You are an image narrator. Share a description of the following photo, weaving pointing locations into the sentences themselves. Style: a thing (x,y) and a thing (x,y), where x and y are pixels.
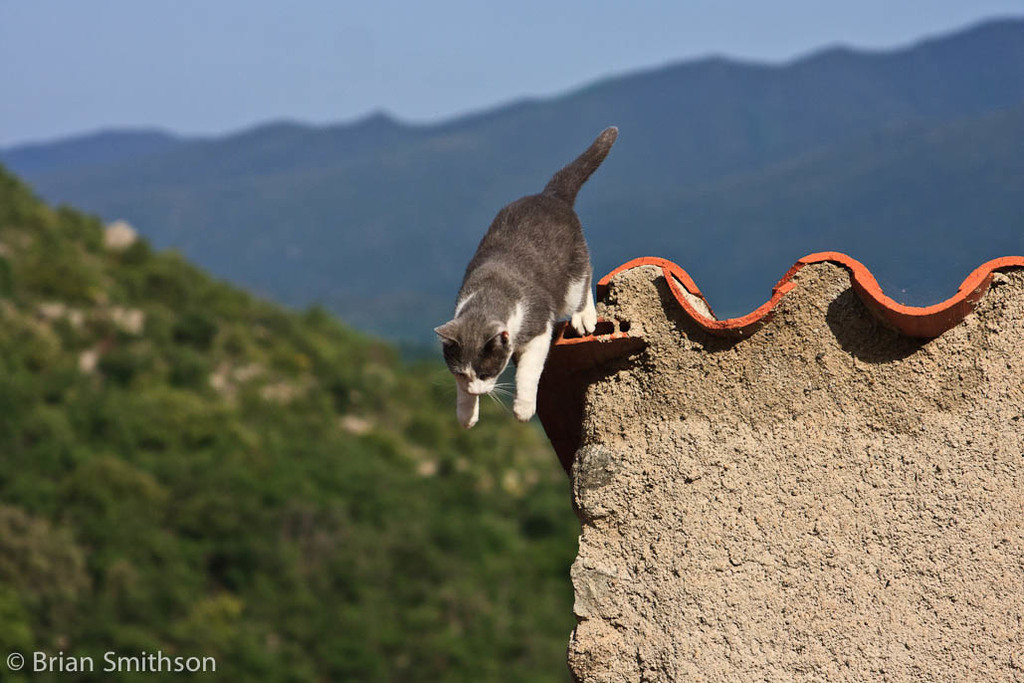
In this image, we can see cat (549,327) and wall (784,556). Background (236,501) we can see the blur view. Here we can see trees (305,473), mountains (532,149) and sky (541,77). Left side (144,662) bottom corner, there is a watermark (113,668) in the image.
